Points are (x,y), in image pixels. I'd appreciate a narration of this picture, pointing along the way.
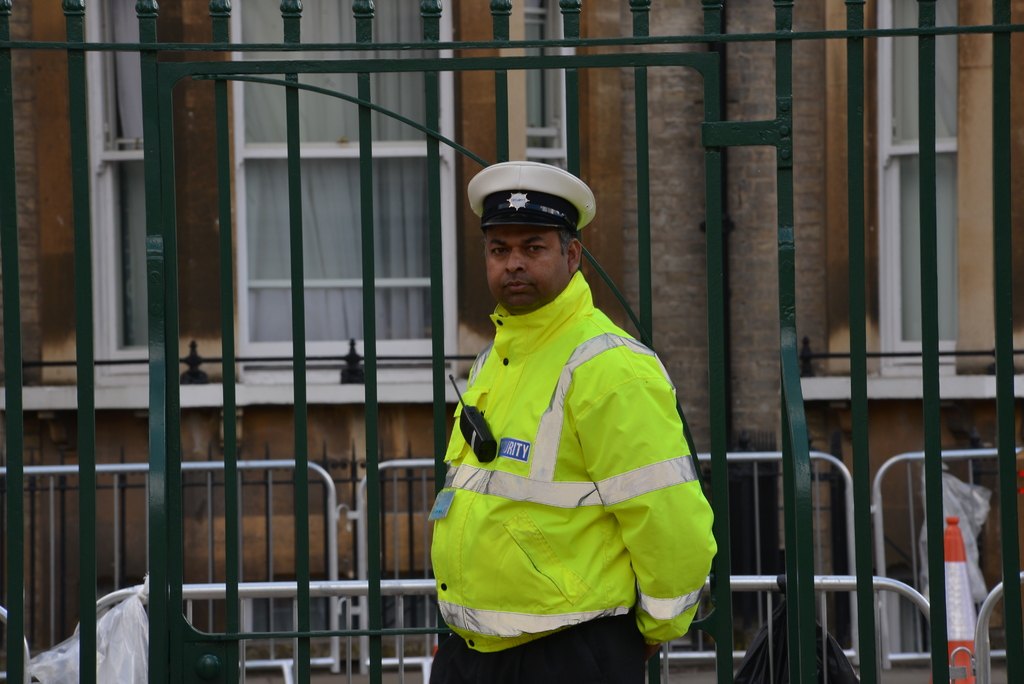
In the center of the image (574,420), we can see a person (655,454) wearing uniform (579,440) and there is a phone (479,426) and he is wearing a cap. In the background (858,320), there are grilles (857,432) and we can see a traffic cone (955,553) and some bags (141,616), windows (338,169) and a wall (658,216).
